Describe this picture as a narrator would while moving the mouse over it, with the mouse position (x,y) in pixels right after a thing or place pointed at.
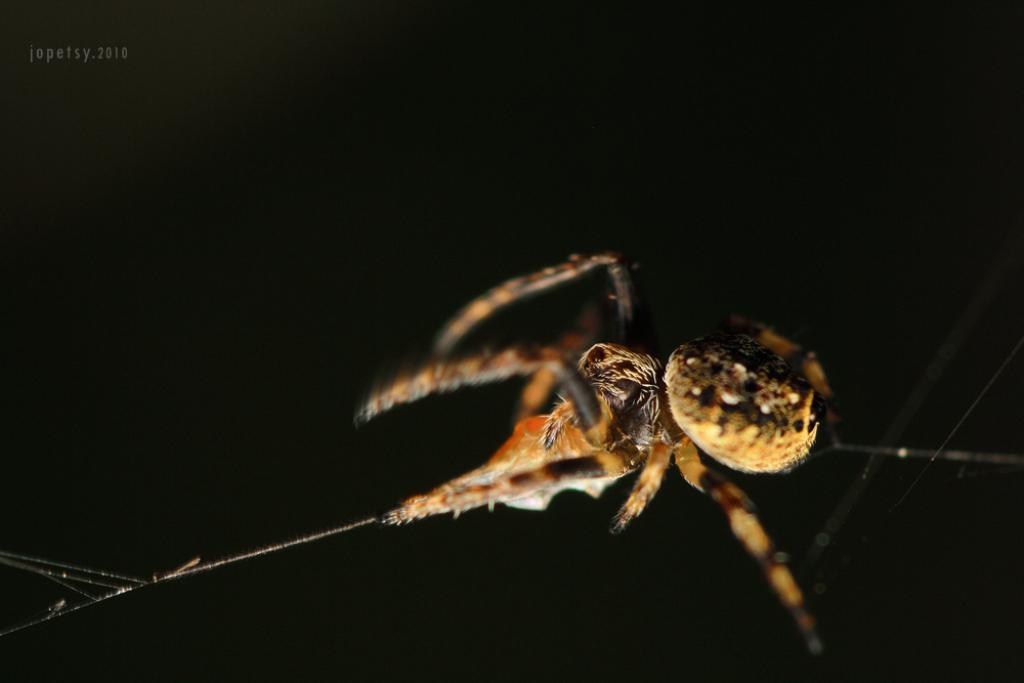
Here in this picture we can see a spider (557,476) present and we can see its web (109,597) on either side of it and we can see it is hanging in the air (666,555) over there.
